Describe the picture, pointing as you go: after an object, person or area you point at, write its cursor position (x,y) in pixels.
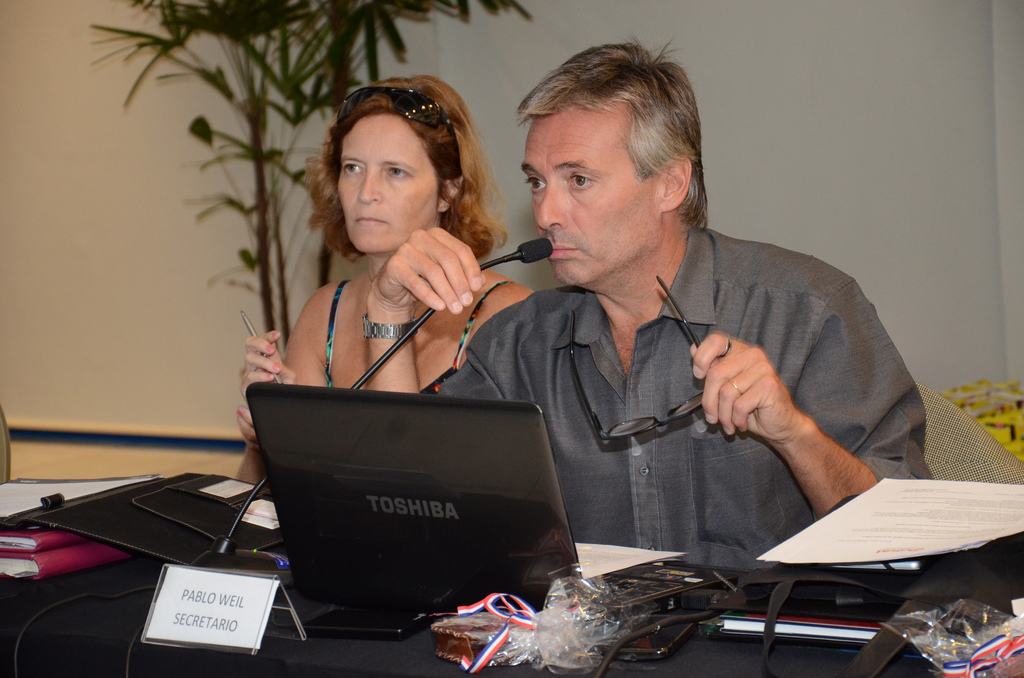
At the bottom of the image (197,625) there is a table (213,664) with name board (178,621), files (81,519), laptop (309,551), mobile (640,642), mic (283,554) and few other items (773,602) on it. Behind the table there is a man (531,320) sitting and holding the goggles (697,347) in his hand (727,362). Beside him there is a lady (333,305) sitting and on her head (387,128) there are goggles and holding the pen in her hand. Behind them there is a plant (259,10) with leaves (208,133) and also there is a wall (515,243).
